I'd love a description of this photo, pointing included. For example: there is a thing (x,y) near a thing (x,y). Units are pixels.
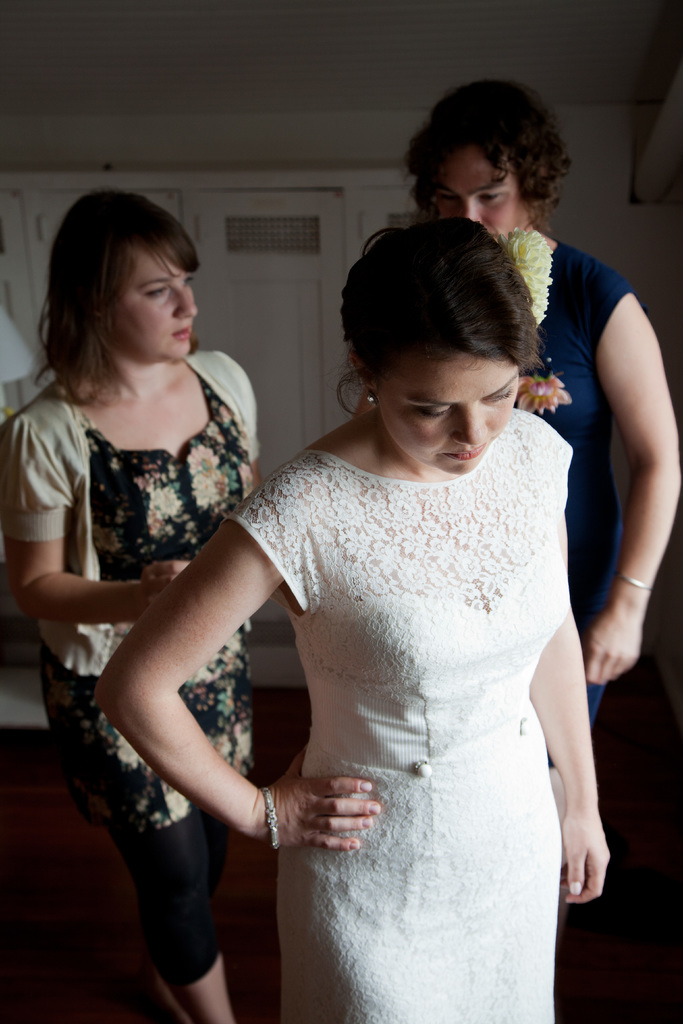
This is the picture of a room (669,76). In this picture there are three persons (200,783) standing. At the back (321,359) there is a door (37,309). At the bottom (64,892) there is a wooden floor (73,868).
